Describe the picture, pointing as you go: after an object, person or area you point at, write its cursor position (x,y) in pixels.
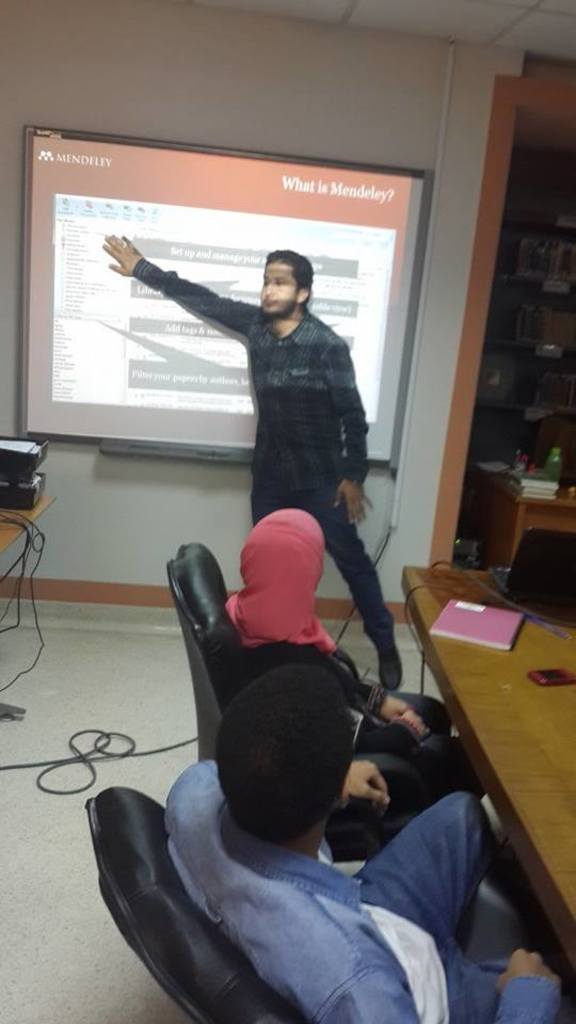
In this picture we can see two persons (254,576) sitting on the chairs (218,607). This is table (529,799). On the table (568,730) there is a book (478,605), and a laptop (546,593). Here we can see a man (233,306) who is standing on the floor (98,648). This is screen (77,399) and there is a wall (268,126).
